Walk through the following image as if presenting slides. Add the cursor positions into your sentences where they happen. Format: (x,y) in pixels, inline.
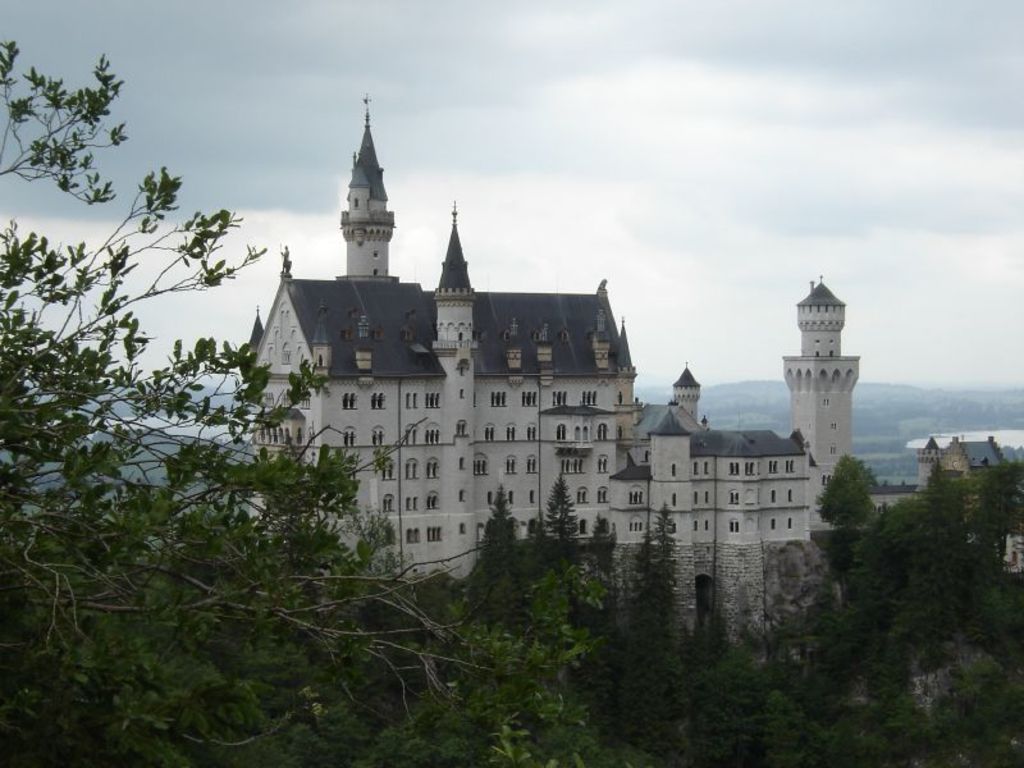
In the picture I can see buildings (557,413) and trees (458,704). In the background (554,153) I can see the sky (642,170).
